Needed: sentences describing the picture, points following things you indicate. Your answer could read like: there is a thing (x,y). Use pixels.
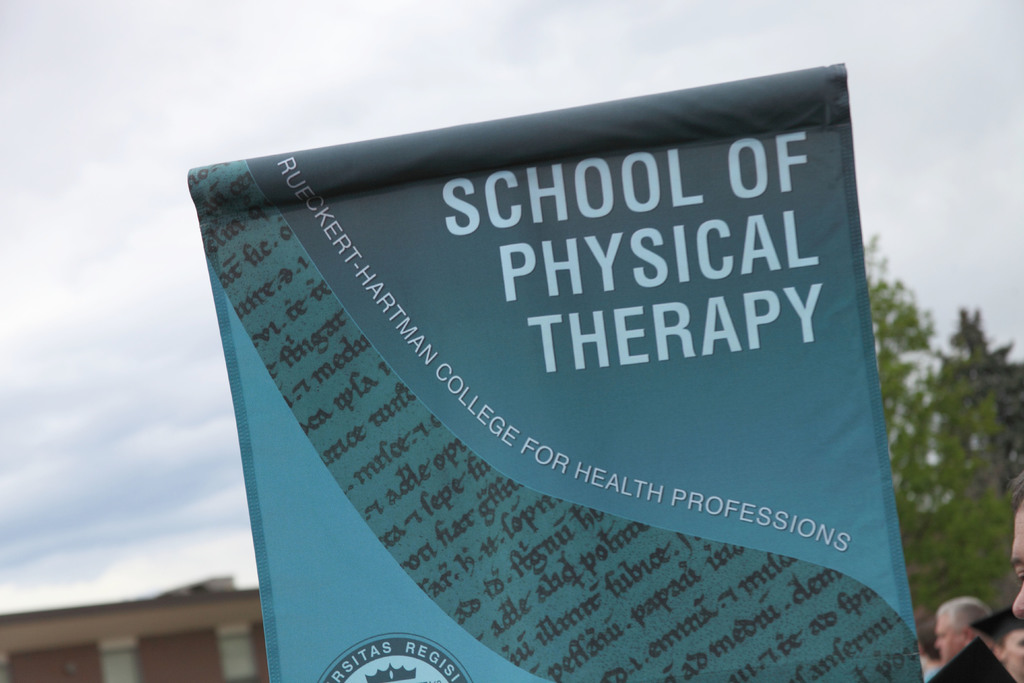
In the foreground of the picture (431,408) there is a banner (803,610). On the right (996,618) there are people (1001,628) and a tree (929,394). On the left (152,623) there is a building (129,650). Sky (211,108) is cloudy.
